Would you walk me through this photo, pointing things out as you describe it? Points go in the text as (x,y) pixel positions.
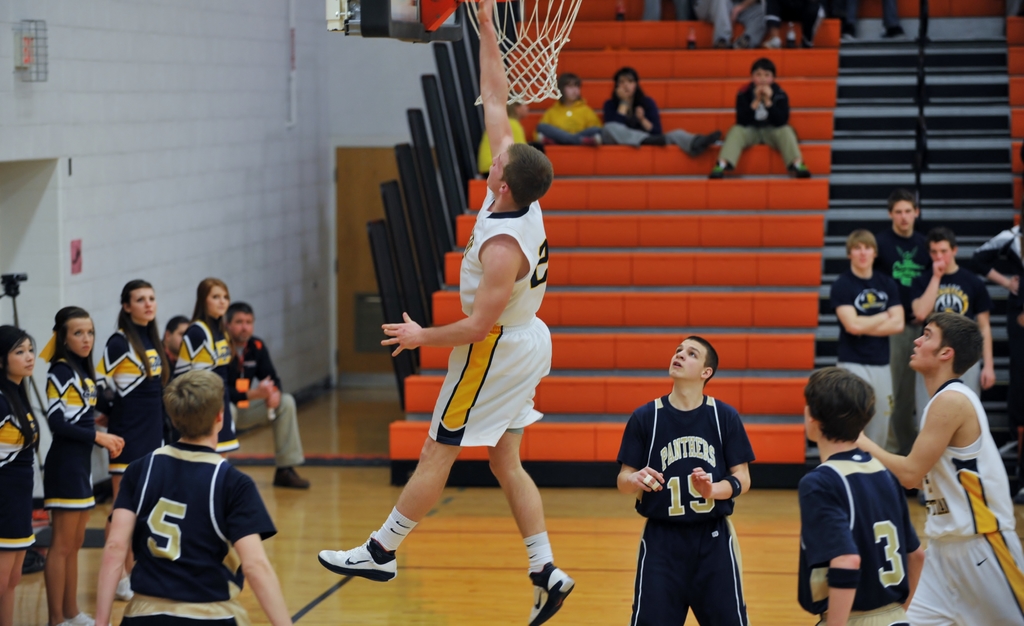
In this image in the center (482,255) there is one person (490,395) who is in air, and it seems that he is playing something. And on the right side (838,549) and left side (74,580) there are a group of people (680,477) standing, and in the center (634,353) there is a staircase (691,239) and some poles (416,131). And on the left side (137,170) there is a wall (117,150) and on the wall (66,119) there are some objects (30,27), at the bottom (321,547) there is floor (417,560).
